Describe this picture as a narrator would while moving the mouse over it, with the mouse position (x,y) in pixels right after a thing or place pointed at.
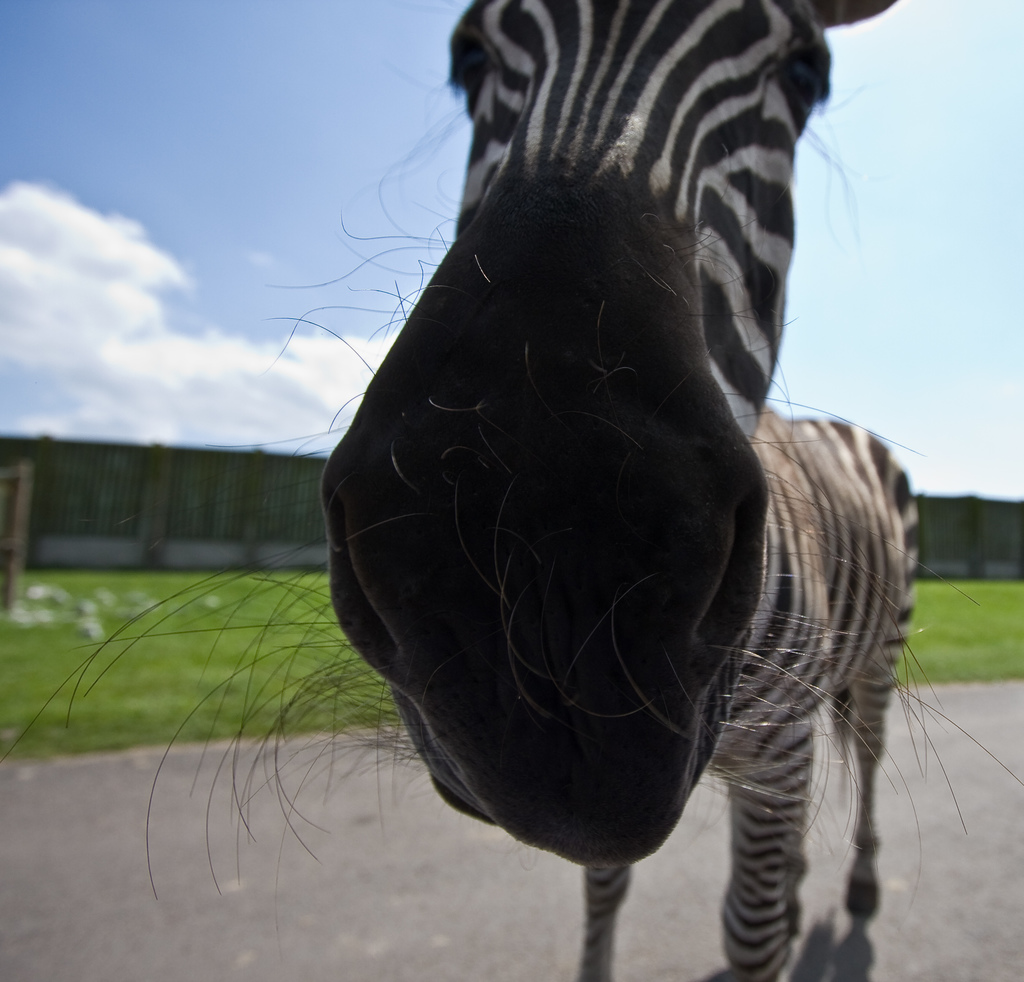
In the center of the image (566,579) there is a zebra (681,647) on the road (474,931). In the background (168,672) we can see grass (198,620), fencing (196,532), sky (291,134) and wall (47,486).
